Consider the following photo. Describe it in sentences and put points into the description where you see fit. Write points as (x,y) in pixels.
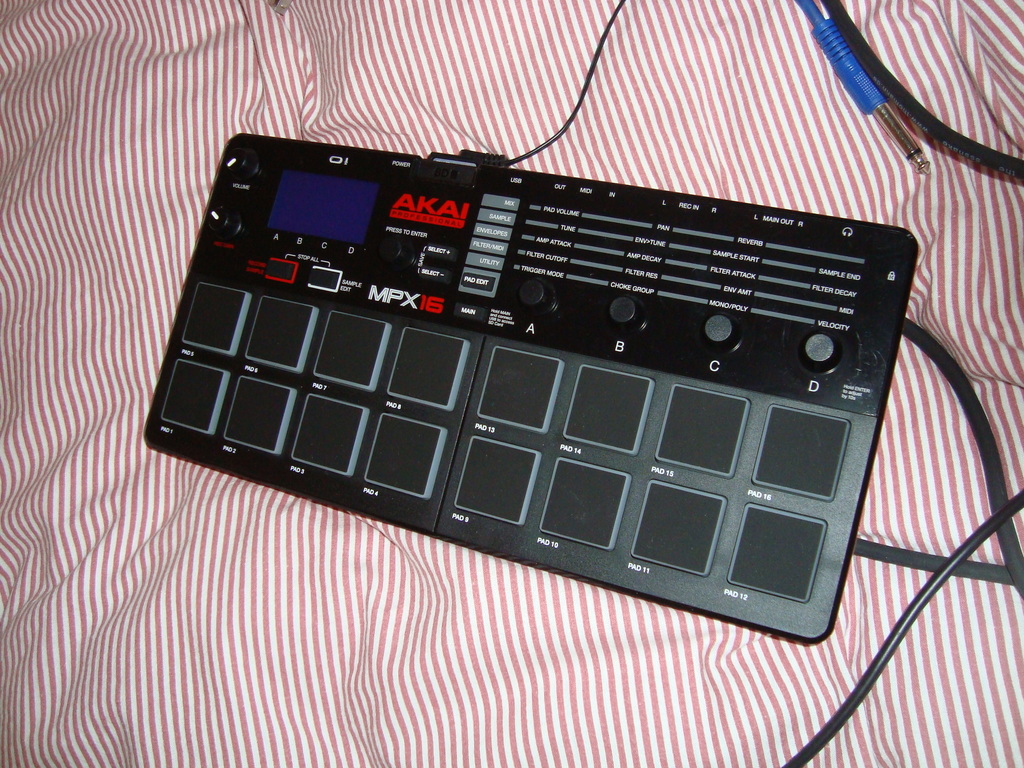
In this image we can see a device (655,397) with some cables (870,73) placed on the cloth surface (304,621).
